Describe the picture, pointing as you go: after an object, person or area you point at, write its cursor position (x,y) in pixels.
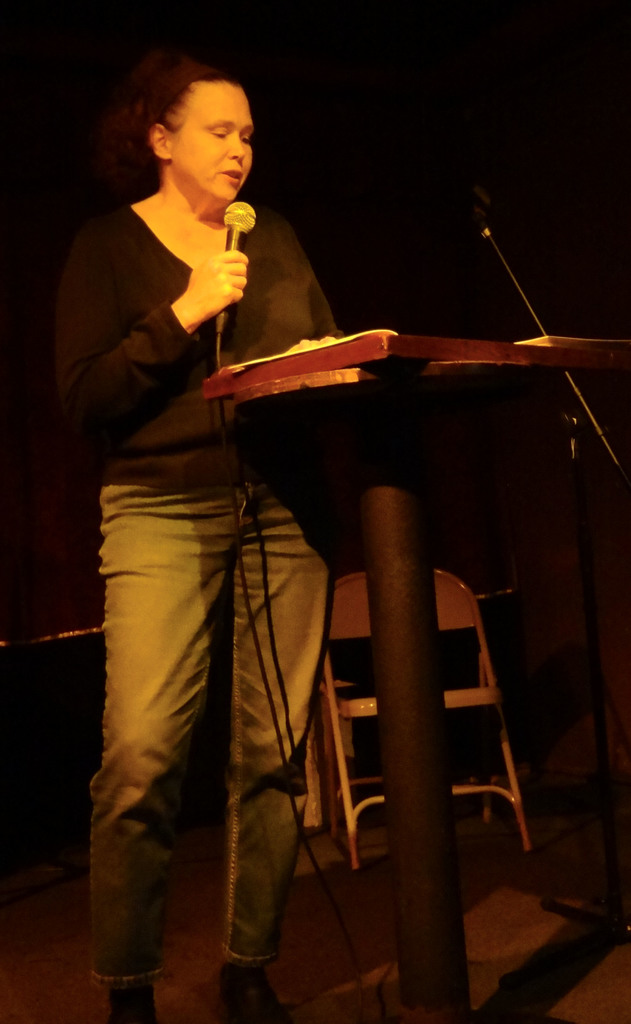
In this picture there is a woman (233,334) holding a mic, in front of her there is a podium (377,470). In the background (351,703) there is a chair (483,654) and a microphone (481,202). The background (513,224) is dark.
